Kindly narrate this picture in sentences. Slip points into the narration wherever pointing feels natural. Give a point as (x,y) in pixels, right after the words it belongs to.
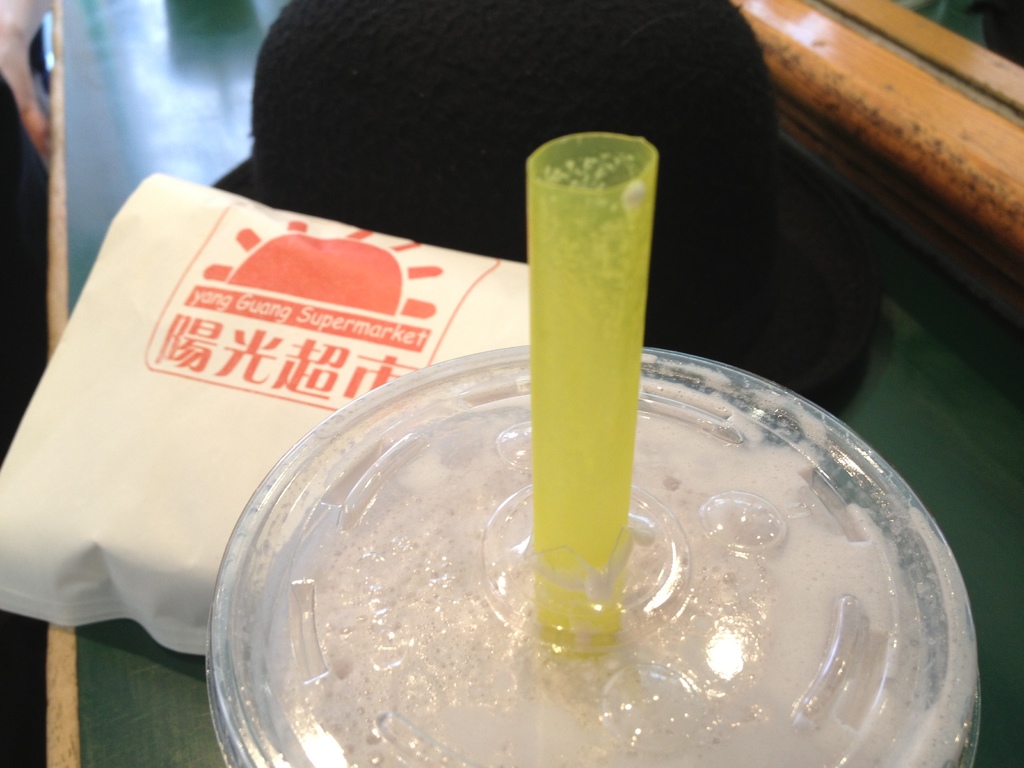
In this image there is a plastic cup (421,630). In the plastic cup (493,594) there is a yellow colour straw (611,350). Beside the cup (476,436) there is a tissue paper (220,349). The cup (210,651) is on the table (136,678). In the background (361,87) there is a black colour hat (624,78).
